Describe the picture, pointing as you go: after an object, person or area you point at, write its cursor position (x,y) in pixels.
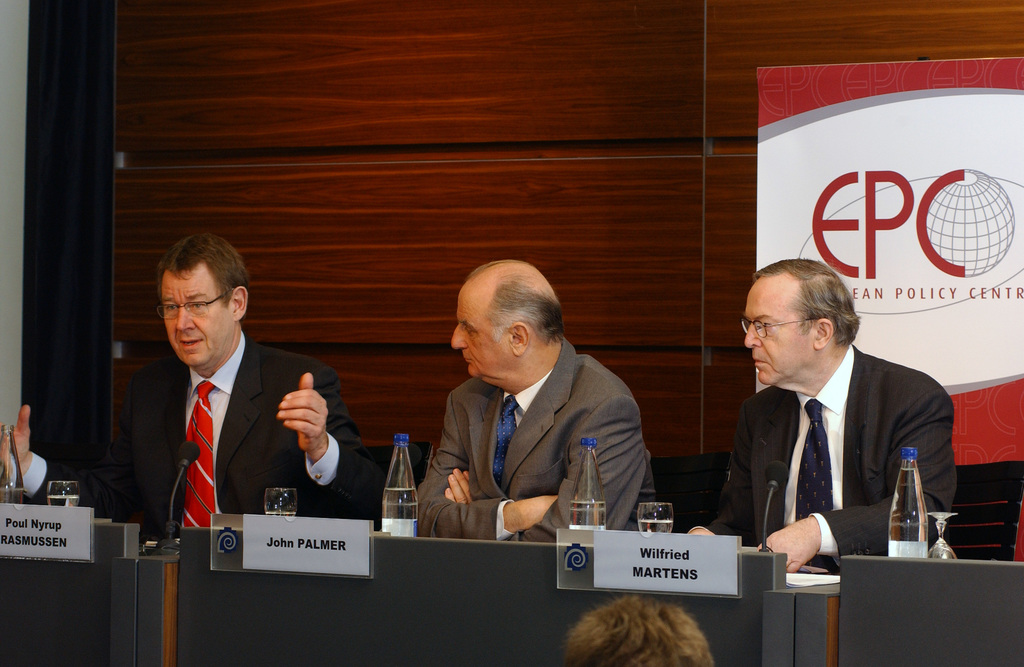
In this picture we can see three old man (273,459) wearing coat (486,453) and one is giving a speech. In front (578,522) we can see a table (708,618) on which we can see water bottle (576,505) and glass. In the background (418,180) we can see wooden panel wall (533,143) and red and white color banner (915,354).
